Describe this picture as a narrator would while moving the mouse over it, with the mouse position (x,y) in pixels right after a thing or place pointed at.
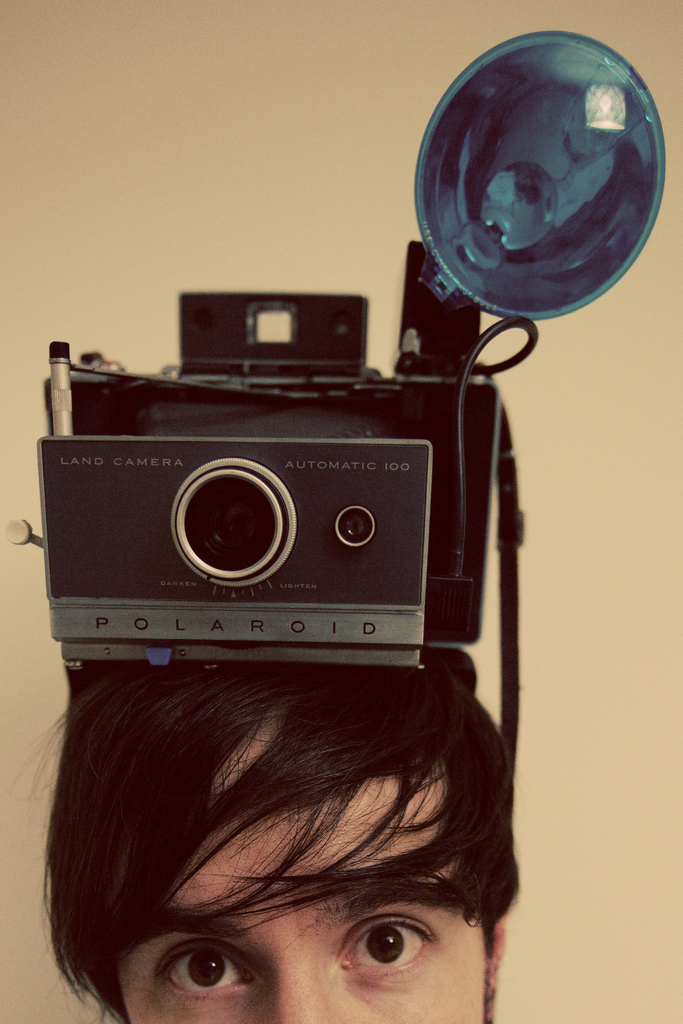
In this image there is one camera (298,629) is on a person's head (292,679) as we can see in the bottom of this image (365,778). There is a wall (131,188) in the background (313,219).
